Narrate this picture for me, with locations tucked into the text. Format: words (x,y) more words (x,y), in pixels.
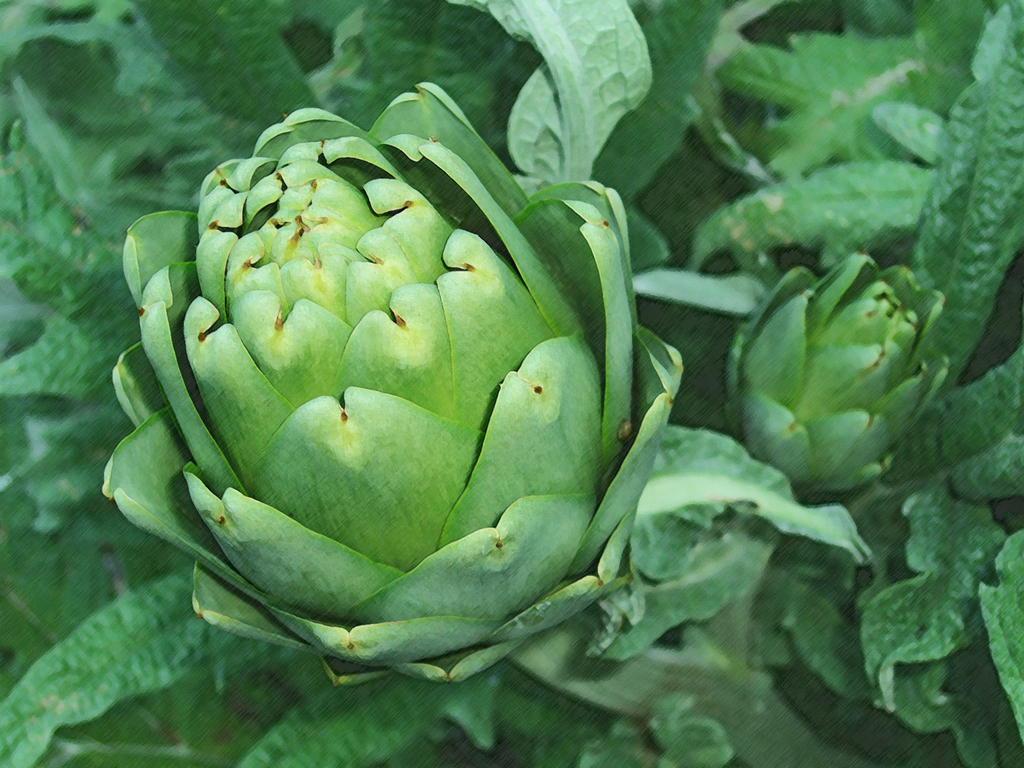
In the image we can see some plants (385,116).
